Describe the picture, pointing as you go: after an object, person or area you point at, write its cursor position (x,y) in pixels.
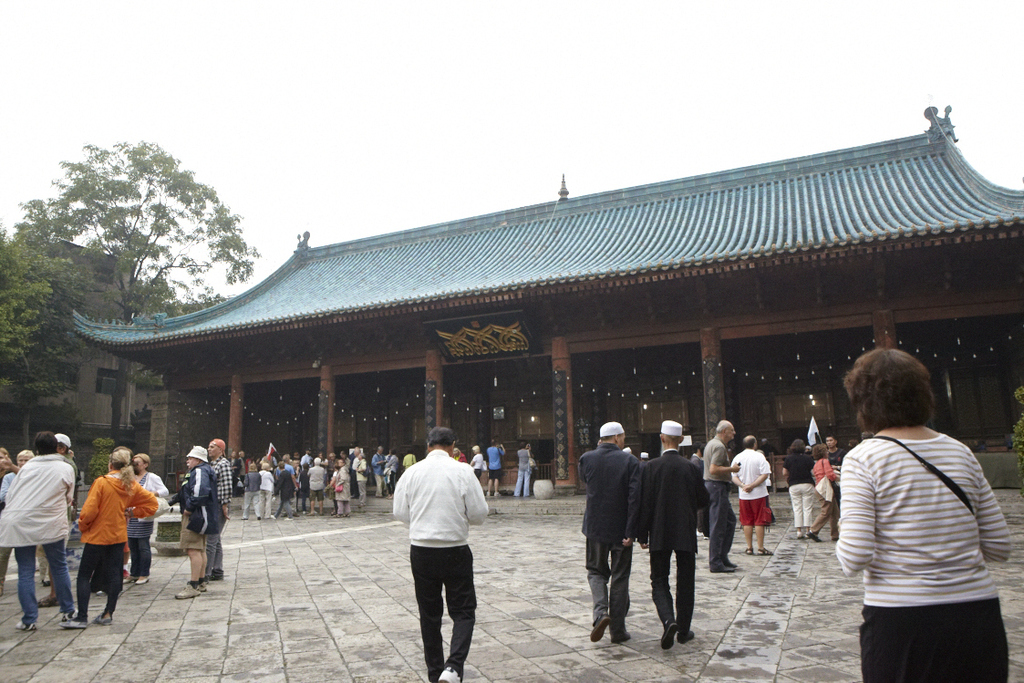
At the bottom of this image (679,495), there are persons (913,493) in different color dresses (863,563) on the floor (397,610). In the background (77,281), there are trees (64,279), buildings (935,217) and there are clouds (179,274) in the sky (182,289).
